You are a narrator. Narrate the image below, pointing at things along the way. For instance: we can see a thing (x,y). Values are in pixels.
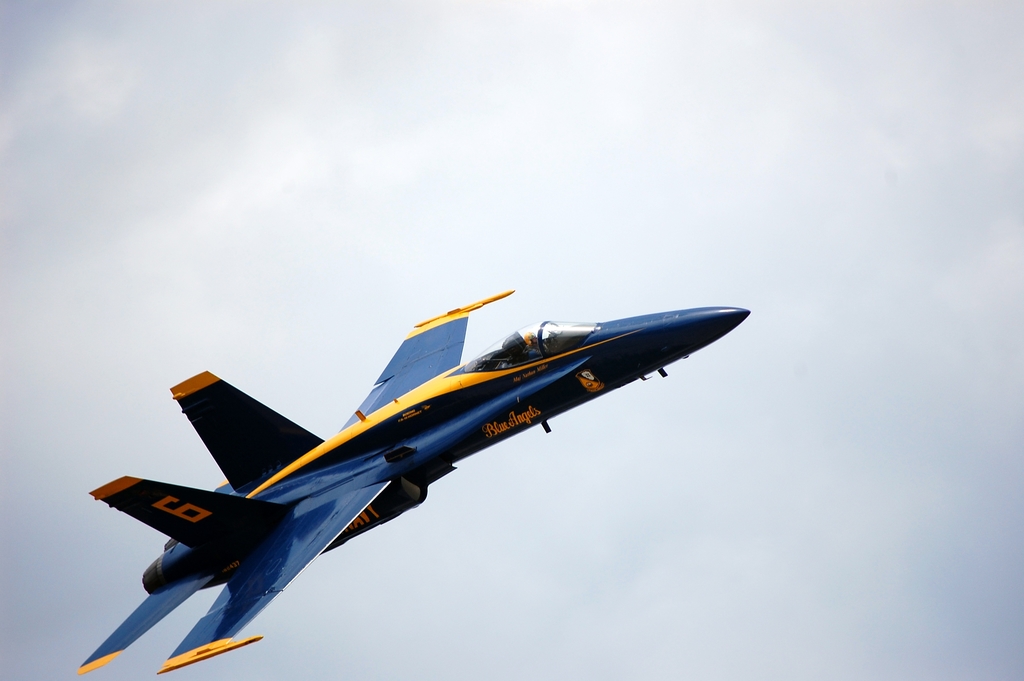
This image consists of a plane (407,496) in blue color. It is in the air (590,495). In the background (79,472), we can see clouds (281,259) in the sky (148,425).
